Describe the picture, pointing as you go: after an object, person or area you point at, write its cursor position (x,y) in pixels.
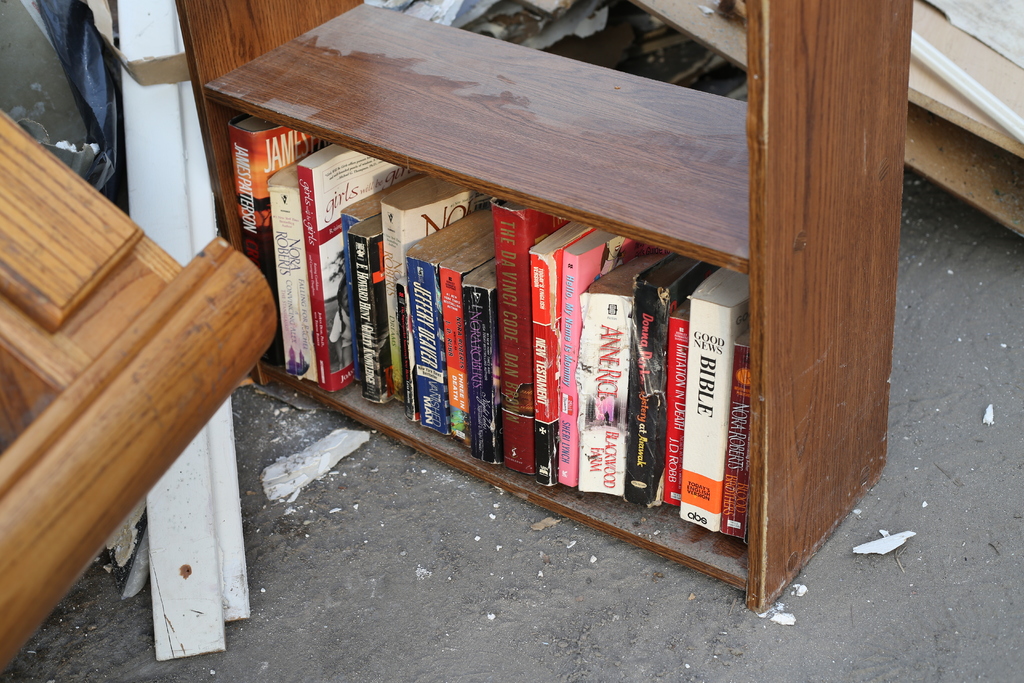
In this image we can see books (547,283) in a shelf (581,94). There are other objects (12,200). At the bottom of the image (719,630) there is road (557,626).
